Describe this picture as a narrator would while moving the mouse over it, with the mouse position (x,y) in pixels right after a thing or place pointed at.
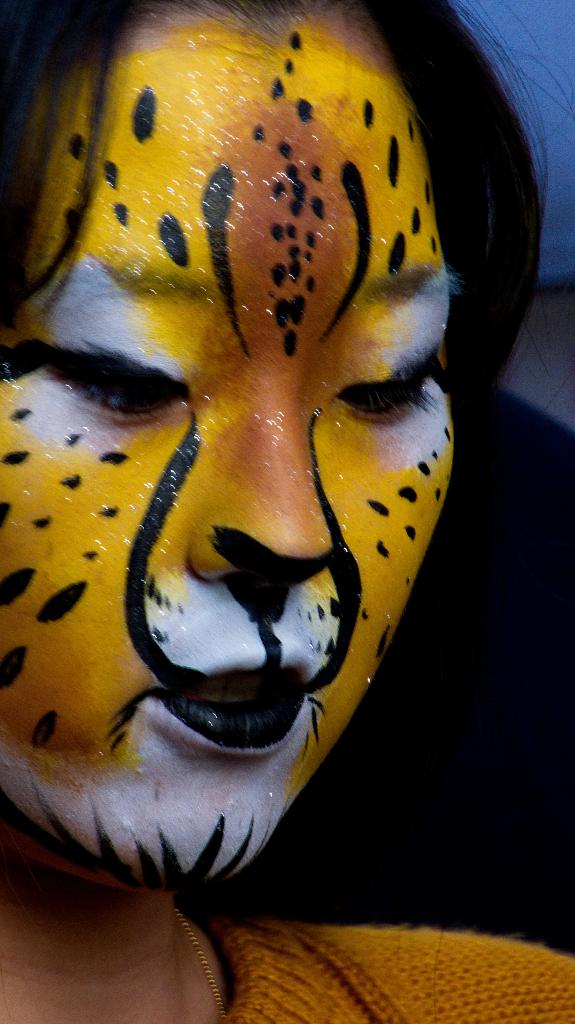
In this picture we can see painting (202,103) on a woman's face (351,344).
